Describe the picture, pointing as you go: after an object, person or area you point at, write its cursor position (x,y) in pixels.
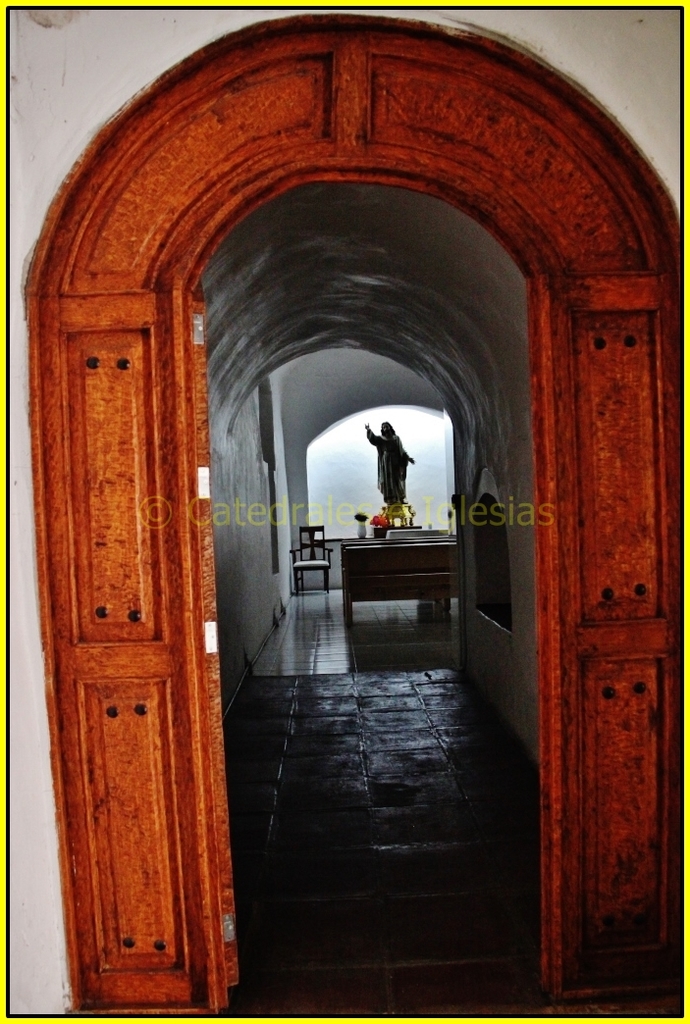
In the picture we can see a main entrance (192,812) inside we can see a statue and near it we can see some benches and beside the statue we can see a chair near the wall (432,447).
